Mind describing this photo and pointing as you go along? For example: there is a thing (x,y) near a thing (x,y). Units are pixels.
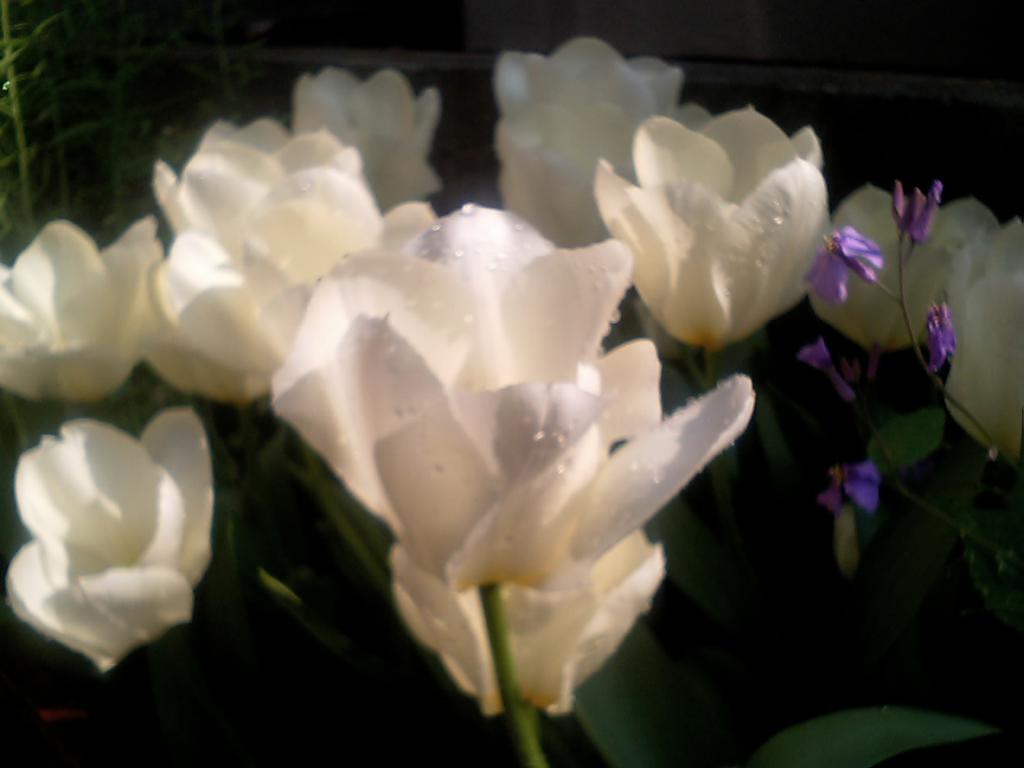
In this image we can see some plants (353,344) with white and purple color flowers (453,263), in the background (480,33), we can see a building (658,31) and the wall (510,36).
